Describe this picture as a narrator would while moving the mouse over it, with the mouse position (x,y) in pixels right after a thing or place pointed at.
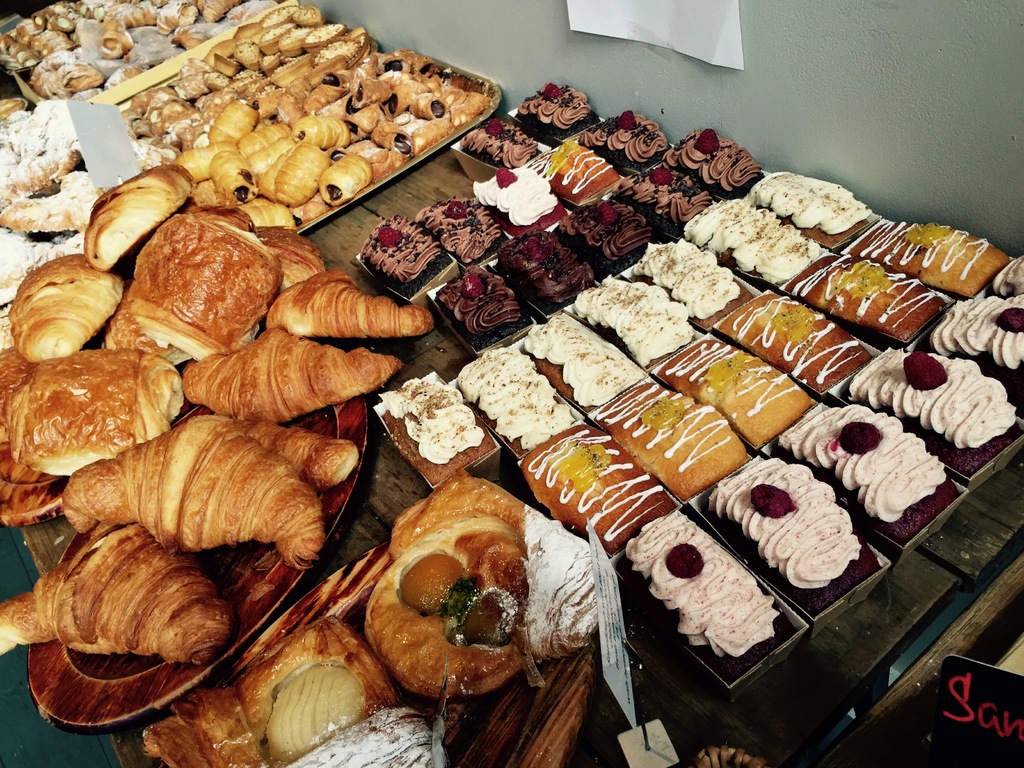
In this image there are croissants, cakes (808,352) and some food items (294,758) on the plates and trays (423,155) with the name boards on the table (428,182), and in the background (514,35) there is a wall (747,107).
